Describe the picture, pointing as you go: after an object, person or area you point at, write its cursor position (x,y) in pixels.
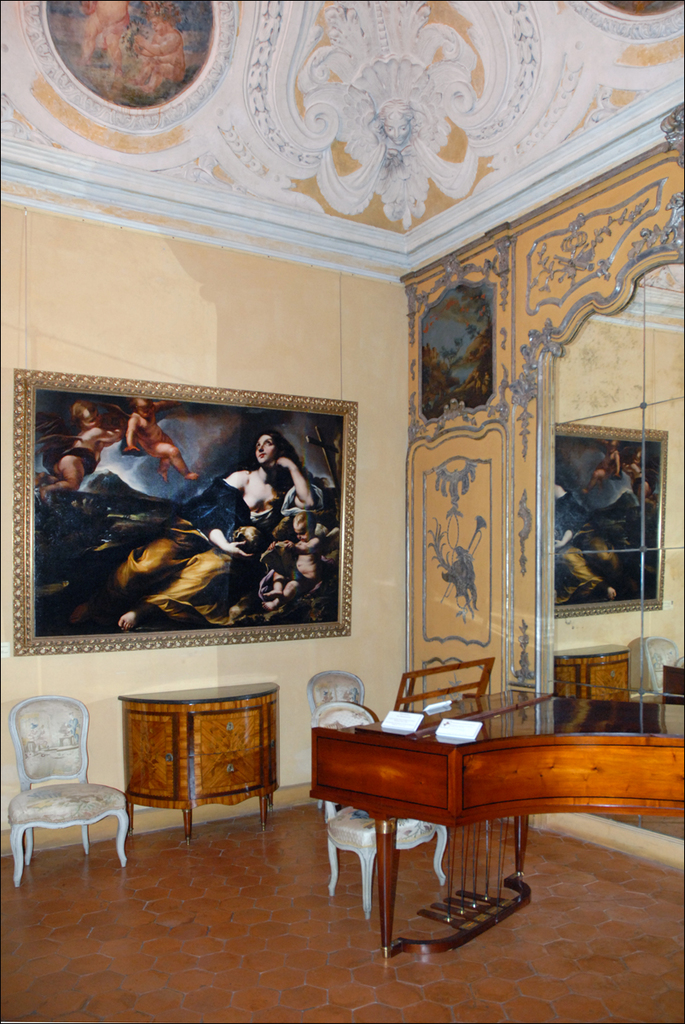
In this image I can see few papers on the piano (417,816) and the piano (417,816) is in brown color. Background (414,825) I can see few chairs (319,715) in white color, a frame (229,490) attached to the wall (150,348) and the wall (137,323) is in cream color.
